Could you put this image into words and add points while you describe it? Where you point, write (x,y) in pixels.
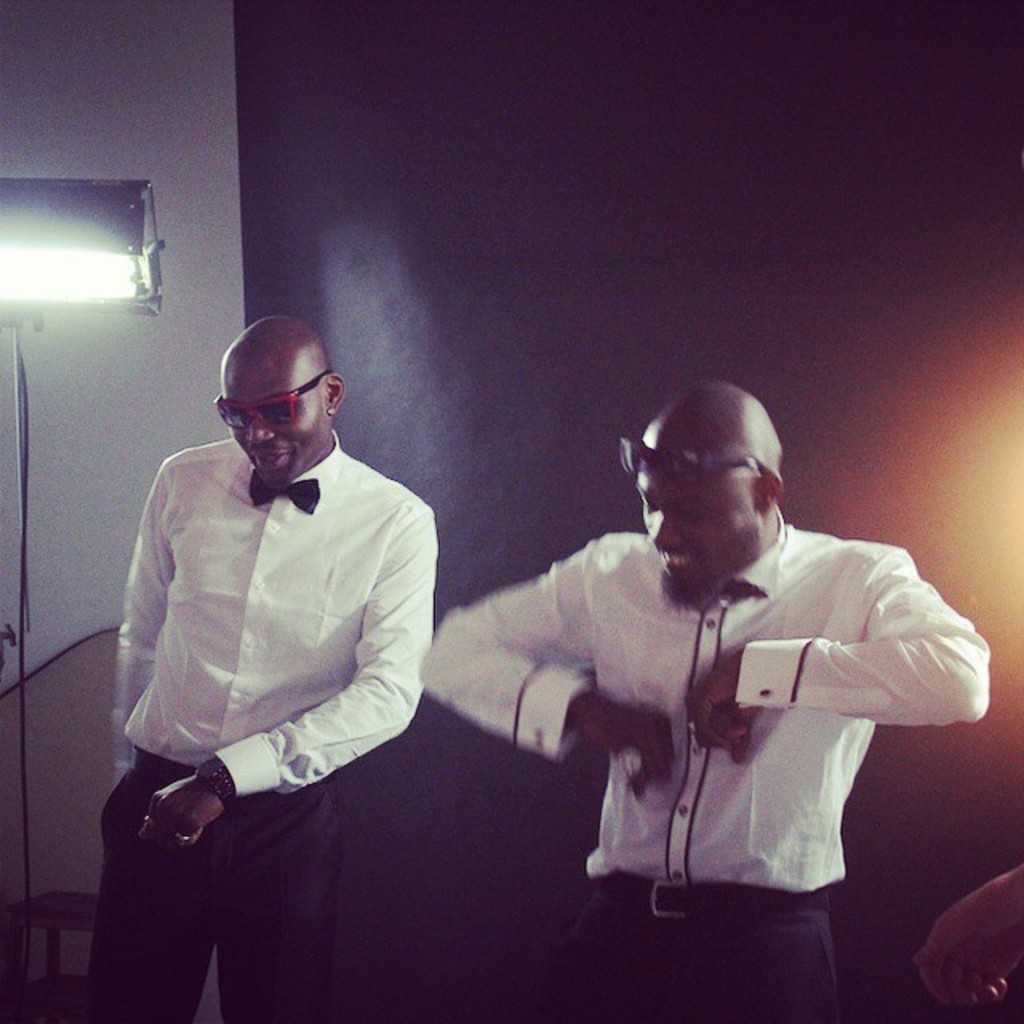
In the picture I can see two persons (452,690) standing and wearing white shirts (558,677) and goggles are dancing and there is a light (46,258) attached to the stand (15,377) in the left corner (12,437) and there are some other objects (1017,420) in the background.
